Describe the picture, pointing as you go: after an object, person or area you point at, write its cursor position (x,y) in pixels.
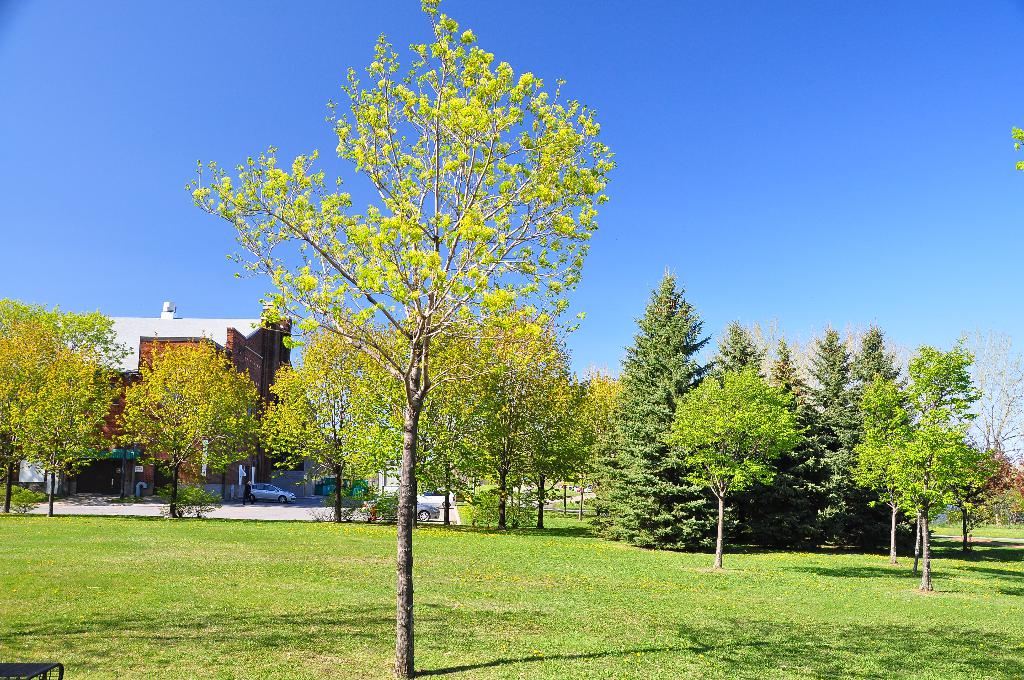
In this image I can see grass (231,535), trees (407,634), vehicles (273,486) and a person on the road (262,503). In the background (237,481) I can see a building (256,364) and the sky (317,57). This image is taken may be in a park (607,545) during a day.
